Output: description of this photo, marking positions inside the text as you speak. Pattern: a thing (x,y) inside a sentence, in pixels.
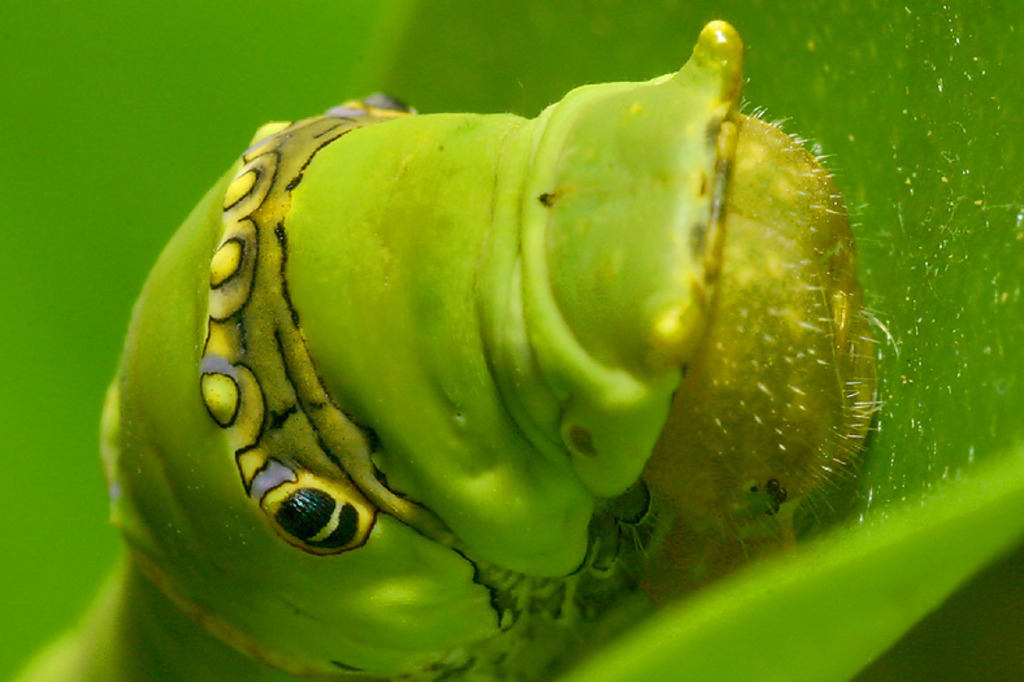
In this image I can see a caterpillar (331,436) which is green, yellow and black in color on the leaf (499,94) which is green in color.
